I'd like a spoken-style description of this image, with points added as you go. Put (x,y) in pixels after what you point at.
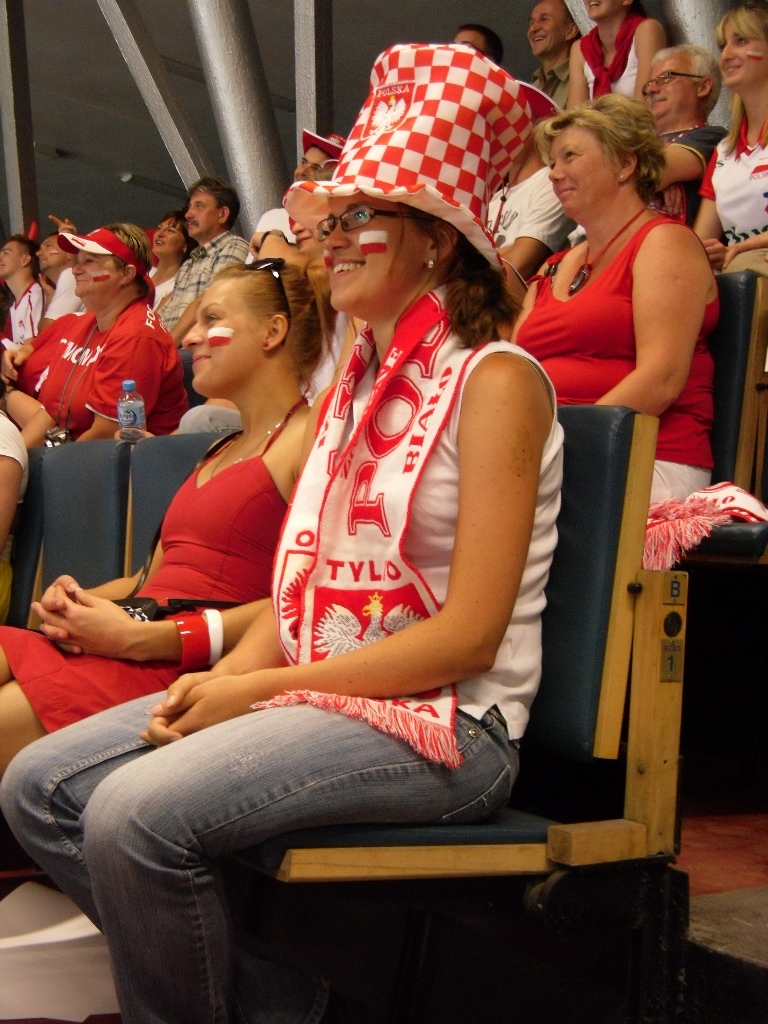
In this picture I can observe some people (159,312) sitting on the chairs (547,690). There are men (200,261) and women (312,419) in this picture. Most of them are wearing white and red color dresses (172,412).
